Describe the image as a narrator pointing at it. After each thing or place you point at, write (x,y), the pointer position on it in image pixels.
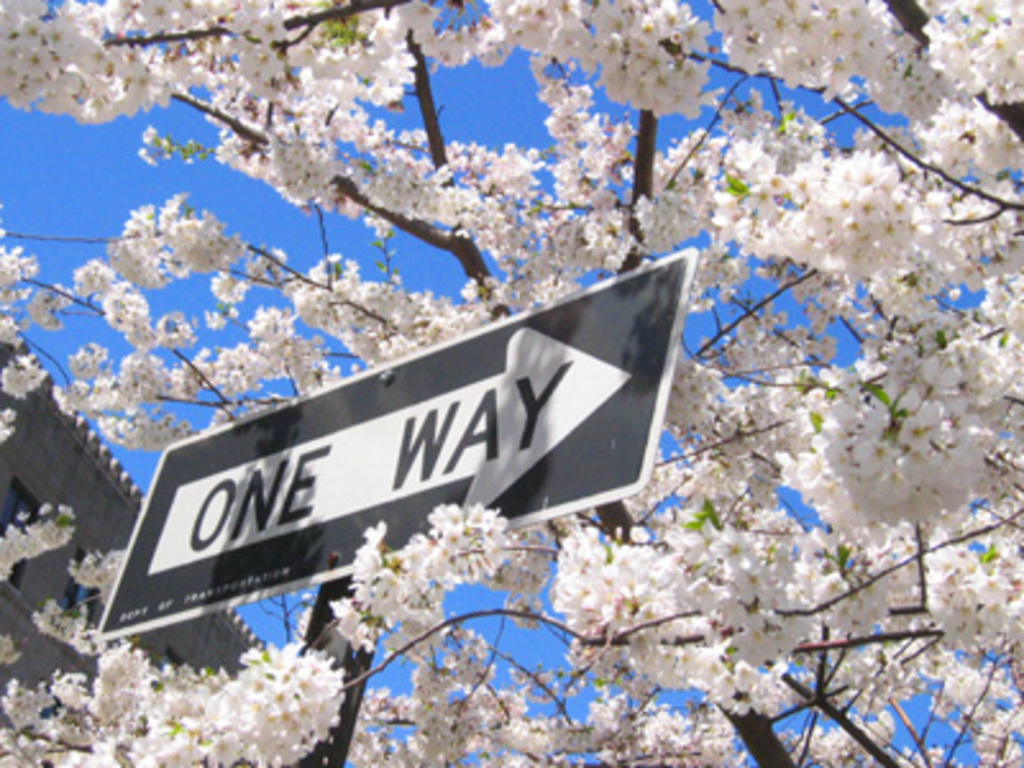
In this image there is a sign board (450,467), a tree (501,540) with flowers (516,540), a building (73,480) and the sky (420,274).
